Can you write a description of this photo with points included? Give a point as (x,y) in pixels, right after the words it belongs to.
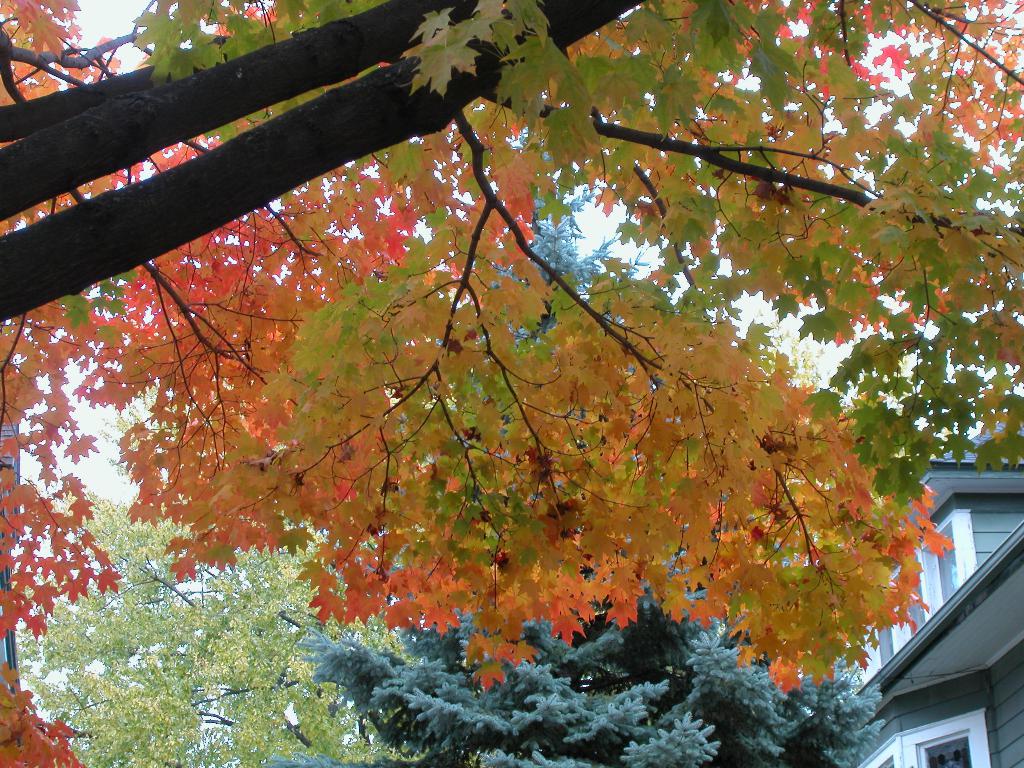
In this image we can see many trees (437,518). There is a sky (604,227) in the image. There is a house (962,649) in the image.
